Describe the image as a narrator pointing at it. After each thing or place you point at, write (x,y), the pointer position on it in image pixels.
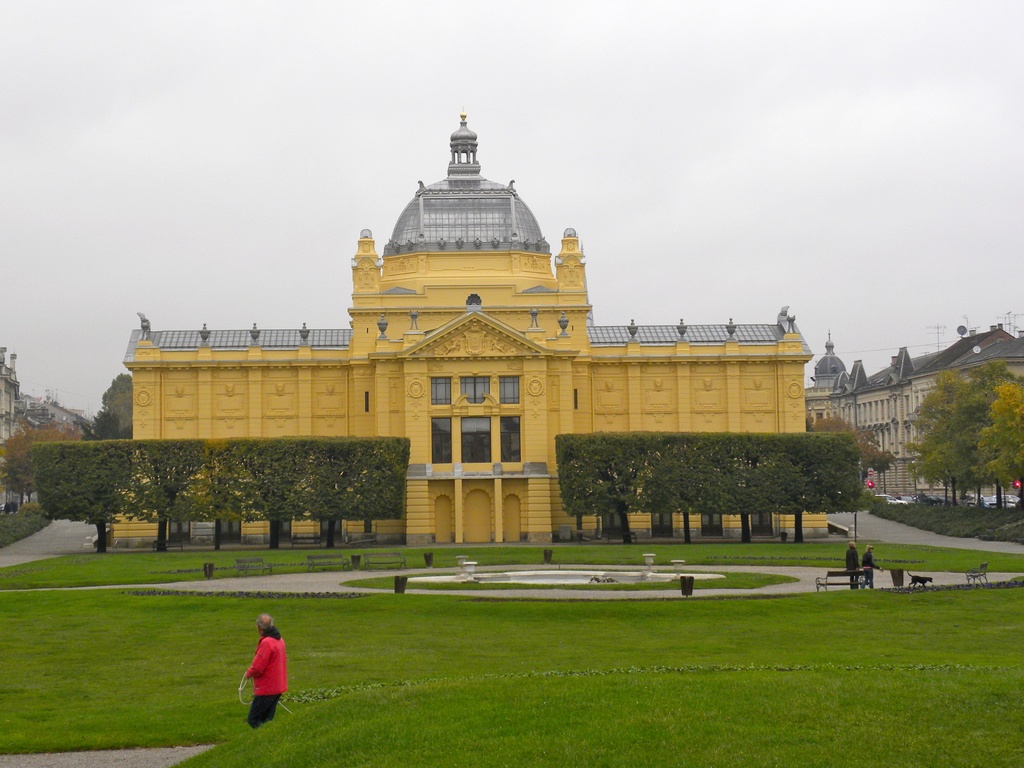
In the foreground (457,657) I can see grass (479,698), a person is holding a pipe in hand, fountain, lights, two persons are walking on the road (871,586), benches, box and an animal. In the background (896,487) I can see buildings (879,484), trees (288,443), glass (470,456), light poles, fleets of vehicles (915,494) on the road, boards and the sky (498,82). This image is taken may be during a day.
